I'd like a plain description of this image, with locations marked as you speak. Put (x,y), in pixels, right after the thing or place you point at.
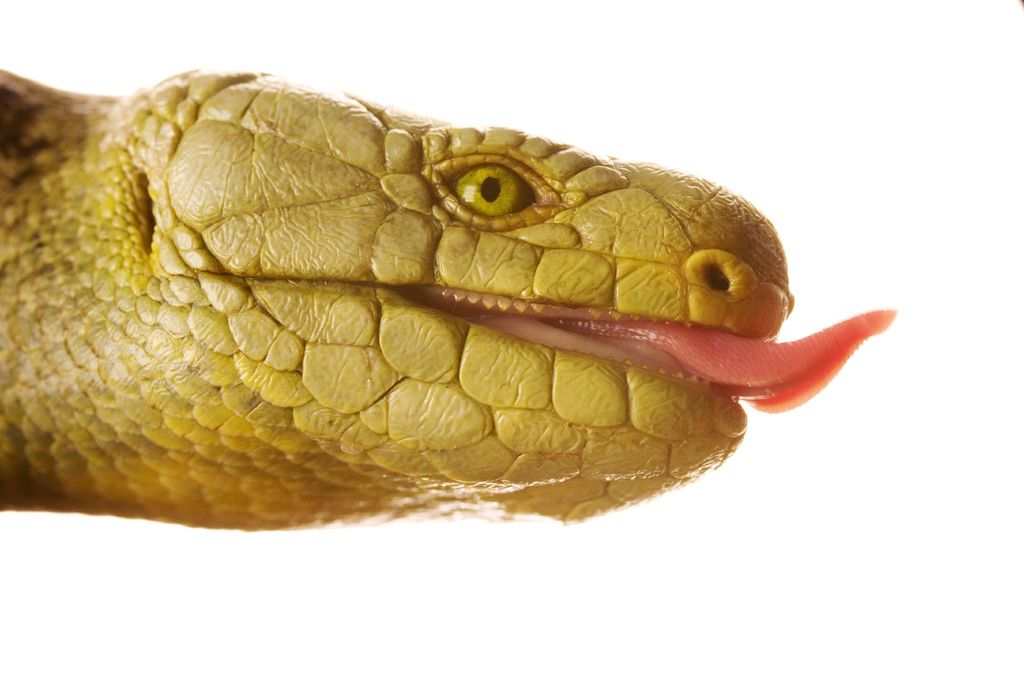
In this picture, we see a reptile (359,366) which looks like a snake (450,393). It is in yellow color. In the background (208,591), it is white in color.
